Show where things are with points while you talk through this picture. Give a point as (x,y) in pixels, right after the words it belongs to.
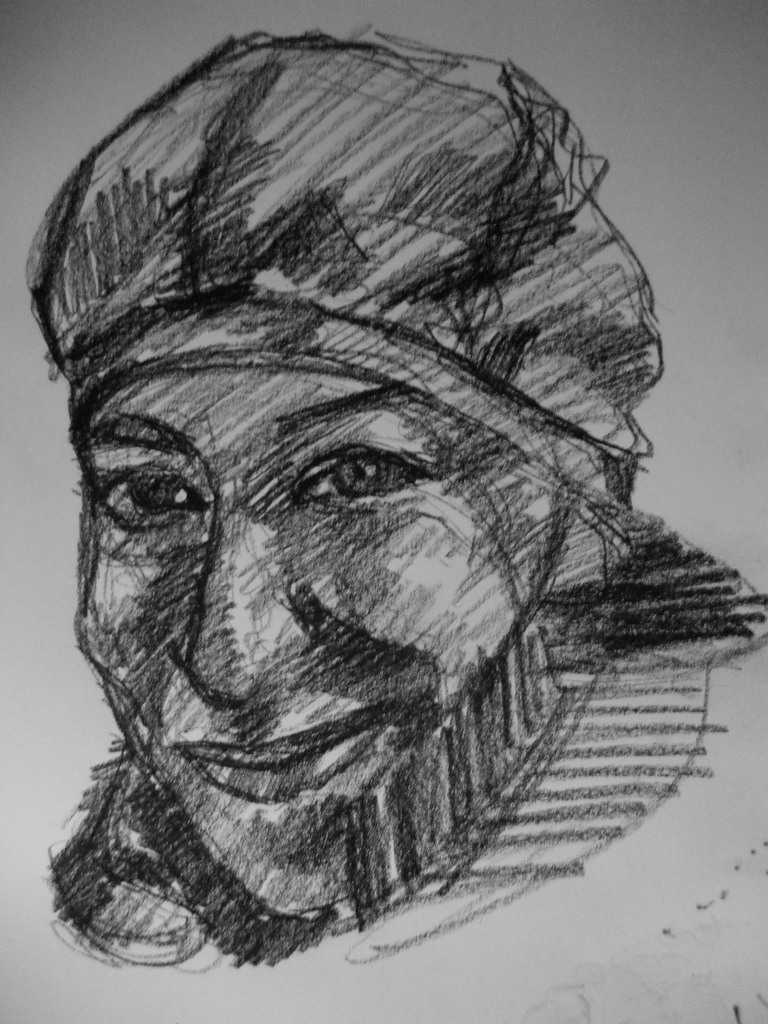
This image consists of a paper (464,489) with art (426,382). In this image there is an art (89,892) done with a pencil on the paper (517,685).
